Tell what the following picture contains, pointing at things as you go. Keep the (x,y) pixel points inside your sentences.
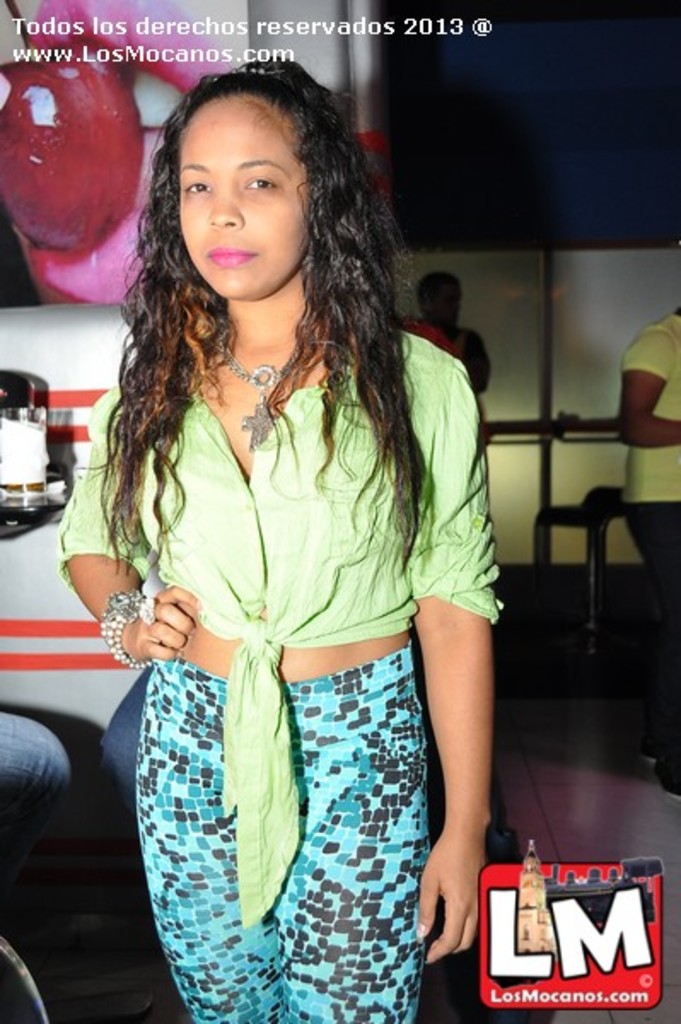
In this image, we can see person (374,564) standing and wearing clothes (301,608). There is a logo (590,952) in the bottom right of the image (596,975). There is an another person (647,392) on the right side of the image (645,417).
